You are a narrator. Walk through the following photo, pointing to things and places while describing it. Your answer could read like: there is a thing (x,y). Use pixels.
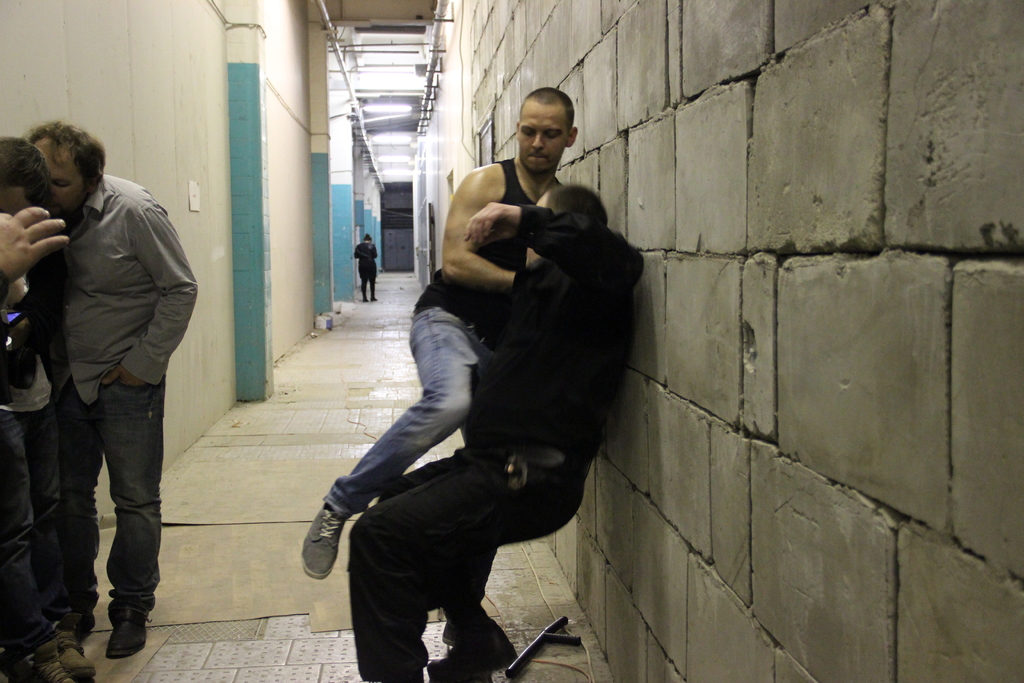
In this picture we can see the group of people (125,375) seems to be standing on the ground (324,366). On the right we can see the two persons (564,126) seems to be fighting with each other and there are some objects (542,641) lying on the ground (357,358). In the background (333,47) we can see the metal rods (368,145), roof (394,26), lights (399,171) and some other objects (410,242).
